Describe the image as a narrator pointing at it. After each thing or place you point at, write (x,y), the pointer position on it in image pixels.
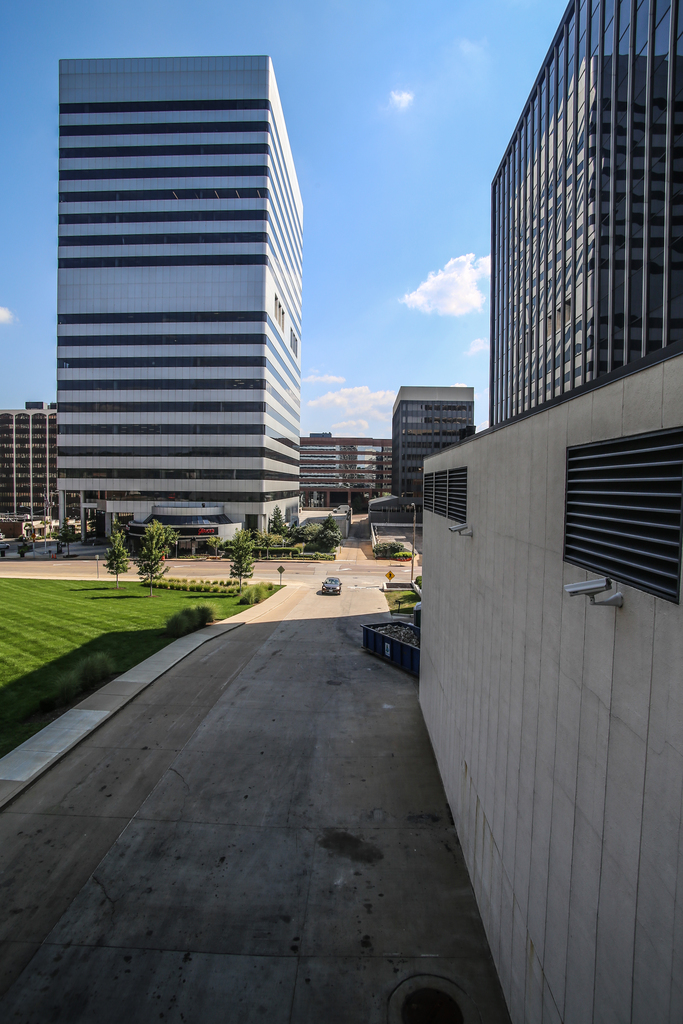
In this image I can see few buildings (344,456). I can see few trees (239,578). On the left side (79,602) I can see some grass (90,645) on the ground (56,643). I can see a vehicle (330,584) on the road (307,596). On the right side (565,818) I can see a wall (607,832). At the top (372,270) I can see clouds (440,307) in the sky (433,303).
